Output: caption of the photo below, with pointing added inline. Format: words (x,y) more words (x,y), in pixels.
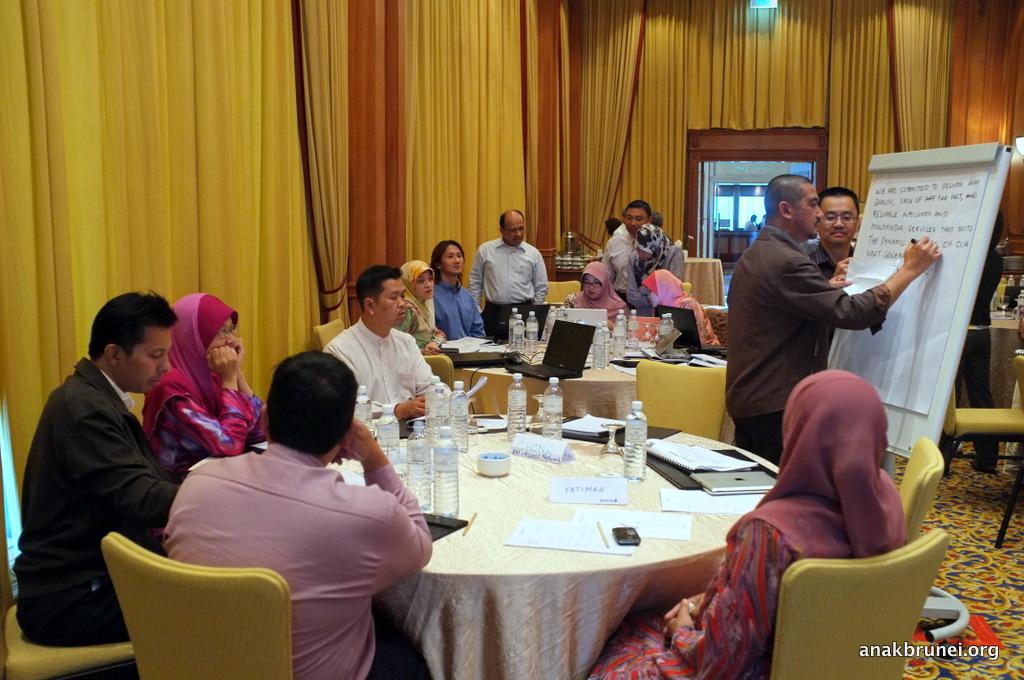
In this picture there are several people (355,395) sitting on a white round table (529,581) and water bottles (639,460), notebooks (670,463) on top of it. There are two guys (833,306) to the right side of the image (832,265) writing on the board (942,219). In the background (180,156) we observe yellow curtains (221,157).
